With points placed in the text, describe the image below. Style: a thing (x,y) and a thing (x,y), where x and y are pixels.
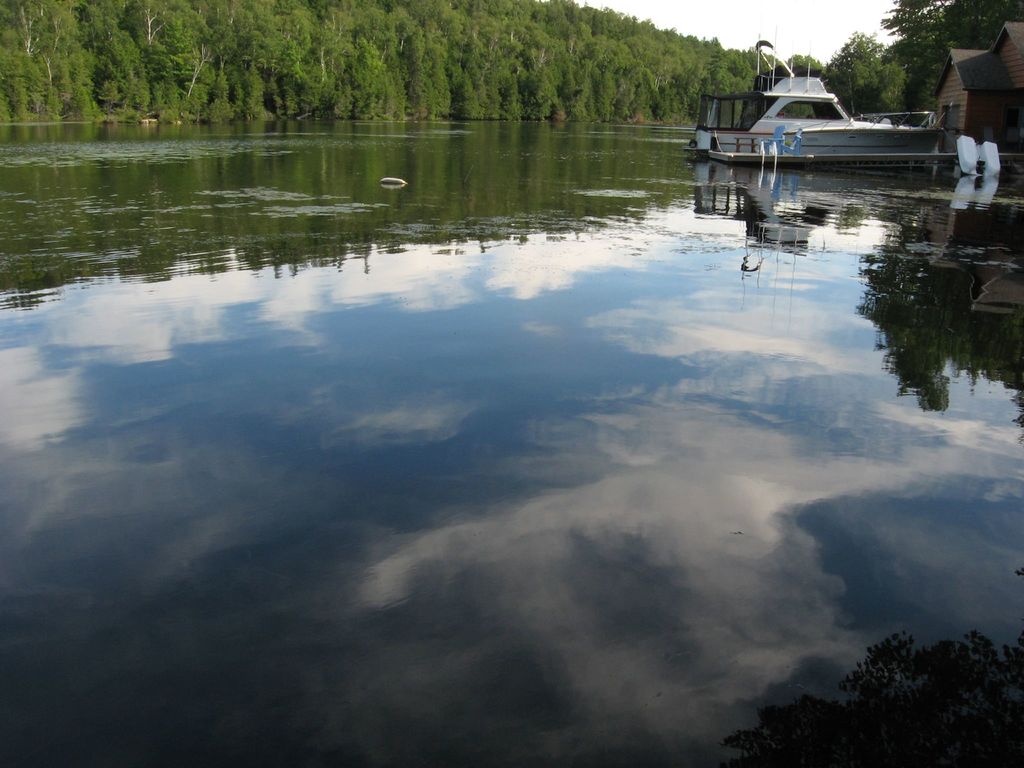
In the image there is water (452,240). On the water (560,441) there is a reflection (604,340) of sky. And also there is a boat (758,137) on the water (625,586). In the top right corner of the image (980,70) there are houses (960,86) with walls (1018,53) and roofs (996,57). In the background (927,54) there are trees (648,23).
